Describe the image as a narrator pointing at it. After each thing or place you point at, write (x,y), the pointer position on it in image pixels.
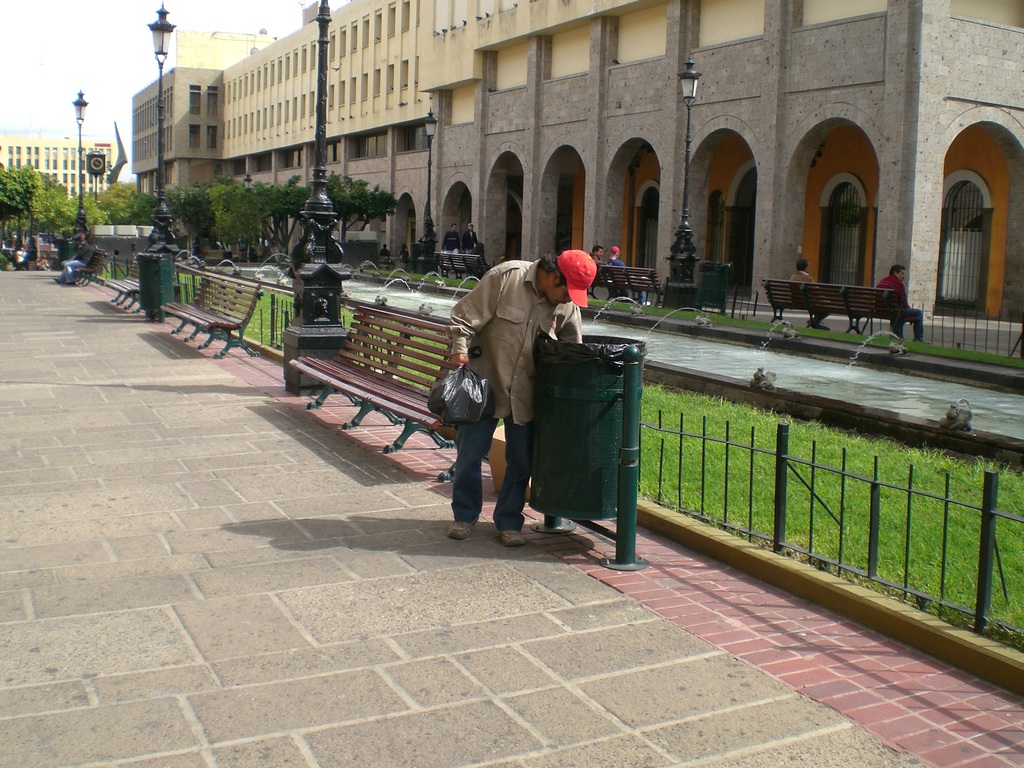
In this picture we can see a person (479,429) is holding a polyethylene cover (466,404) and on the right side of the person (495,373) there is a dustbin (568,410). Behind the people (494,354) there is a fence (273,305), benches (123,282) and poles (315,305) with lights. Some people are sitting on the benches (463,264) and some people (469,231) are walking. Behind the people (493,332) there are trees (185,199), buildings (744,117) and the sky (85,53).
